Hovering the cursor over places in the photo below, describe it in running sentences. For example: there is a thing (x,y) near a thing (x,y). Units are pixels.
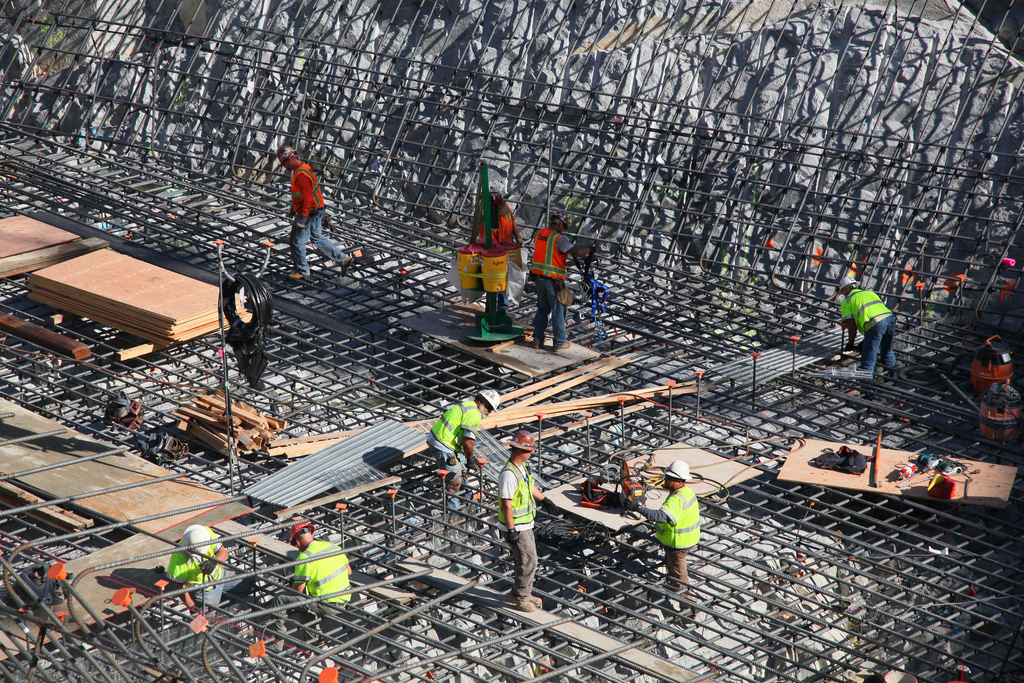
In this picture there are people (517,490) in the center of the image (572,253), they are working, there are wooden pieces (104,282) on the left side of the image (98,334) and there is net (665,126) around the area of the image.
